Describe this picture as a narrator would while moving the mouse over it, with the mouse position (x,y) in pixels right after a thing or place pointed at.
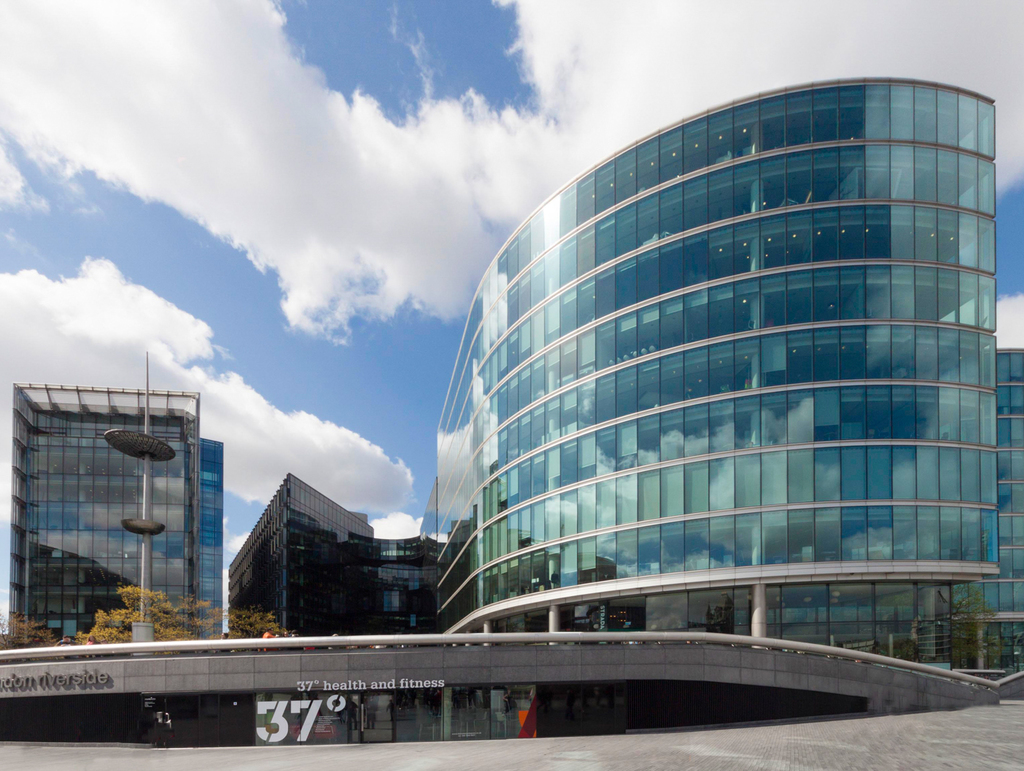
In this image, we can see some buildings (714,408) and a pole (149,619). We can also see the bridge (469,643) and the ground (418,753). We can see some trees (251,621) and the sky (312,410) with clouds (673,13). We can see some text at the bottom (401,681). We can see the glass (389,692) with the reflection (331,740).
